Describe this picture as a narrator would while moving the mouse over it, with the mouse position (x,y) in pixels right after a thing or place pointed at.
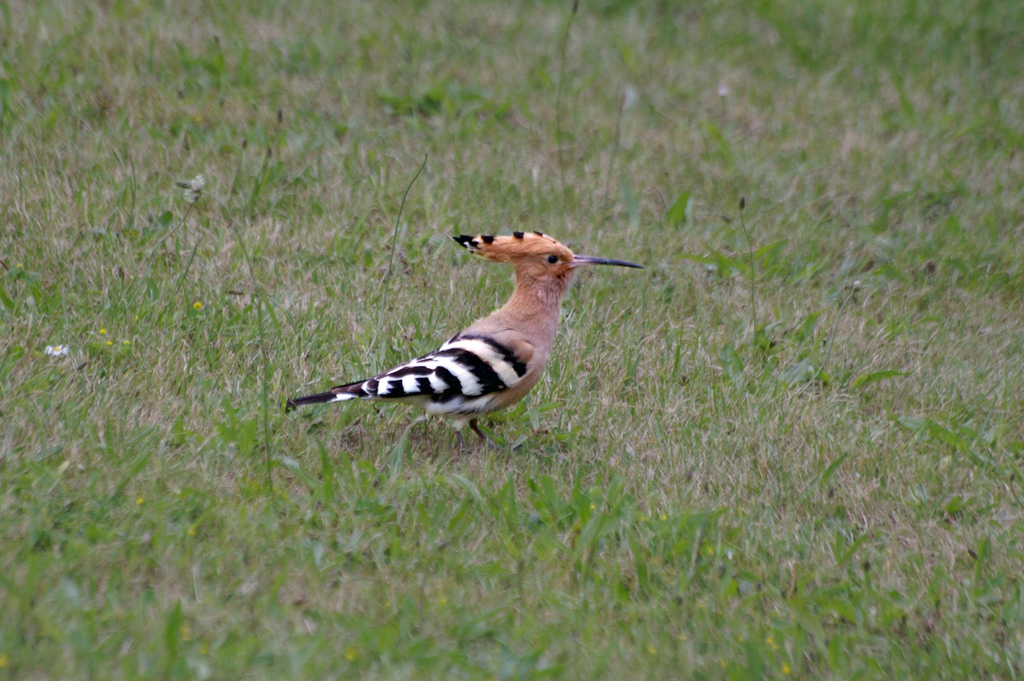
In this image, in the middle (452,357), we can see a bird (544,290). In the background (311,251), we can see a grass (199,127).
